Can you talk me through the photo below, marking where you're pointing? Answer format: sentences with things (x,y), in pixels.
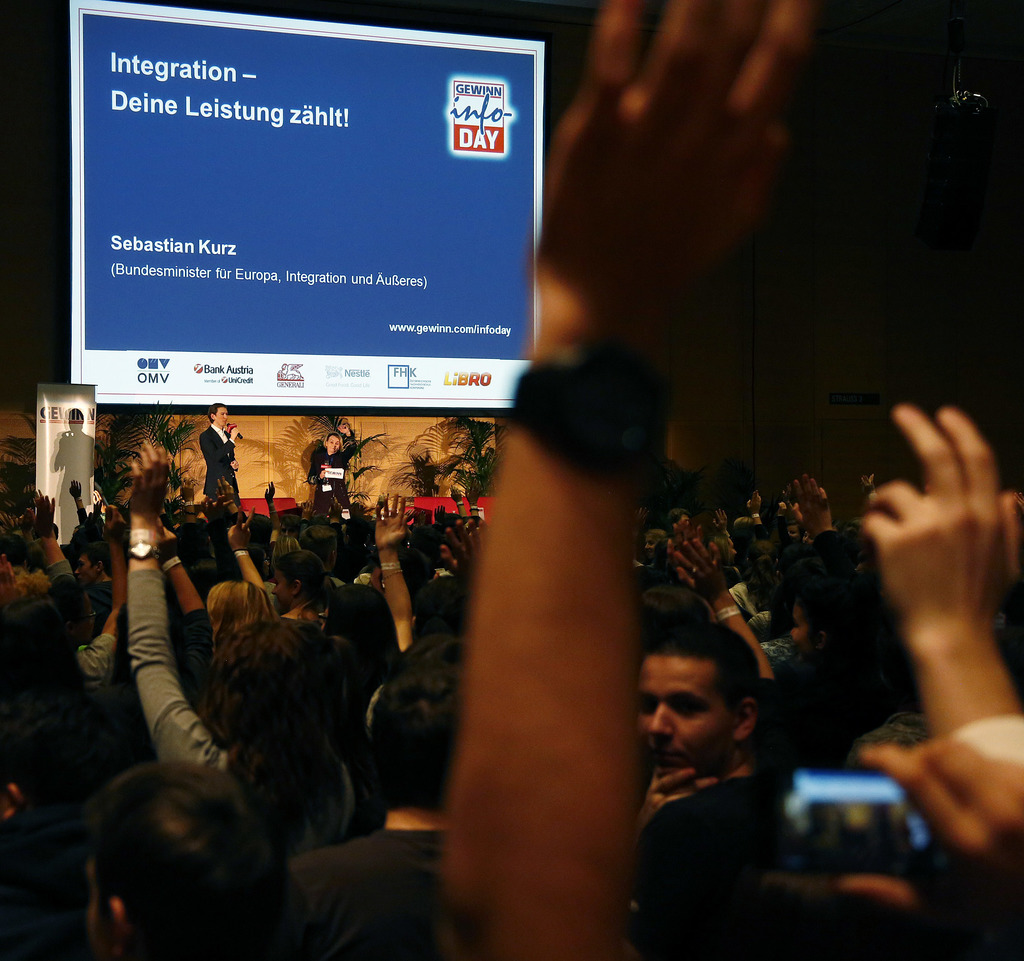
There is a crowd (664,674). In the back (205,455) there are two persons (219,446) standing. Also there is a stand (82,439). In the background (117,167) there is a screen (215,126). On that something is written.
